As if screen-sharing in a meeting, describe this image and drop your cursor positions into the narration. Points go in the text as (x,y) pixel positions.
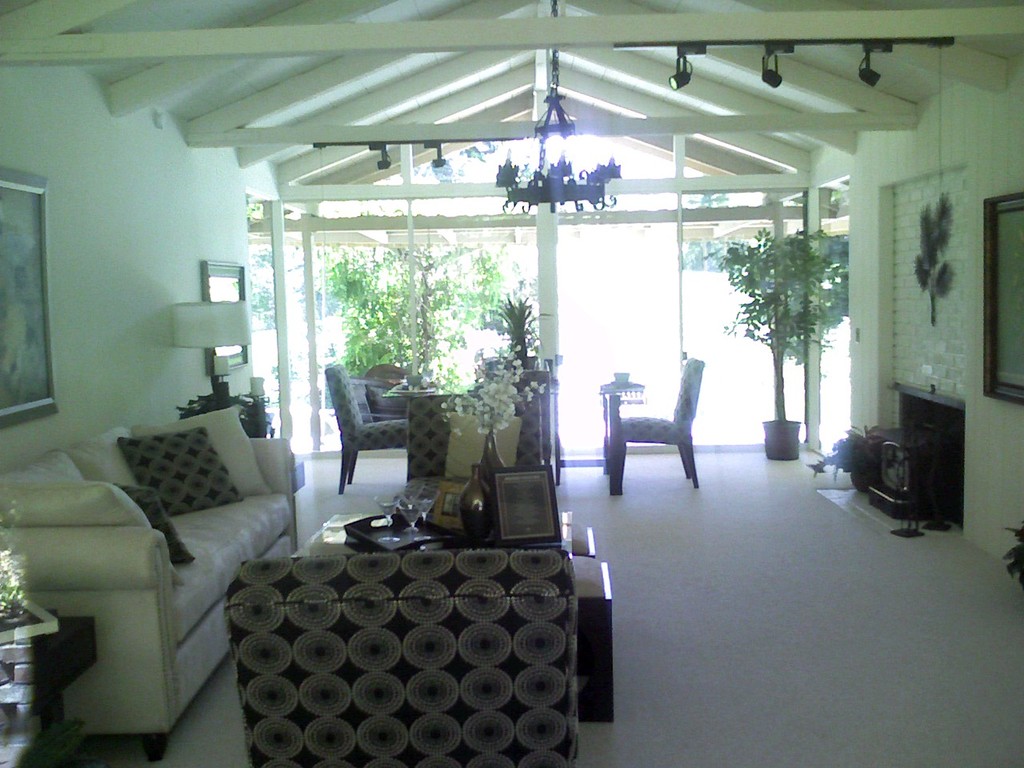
This picture is clicked inside the room (789,586). Here we see sofa (86,492), in front of that, we see a table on which photo frame (516,513), flower vase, black tray (398,518) are placed. On the left corner of the picture (169,246), we see a white wall (170,271) on which photo frame (39,202) is placed. In front of that, we see a table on which lamp (204,317) is placed and on background (751,199), we see glass door (565,312) from which we can see trees (492,262).
